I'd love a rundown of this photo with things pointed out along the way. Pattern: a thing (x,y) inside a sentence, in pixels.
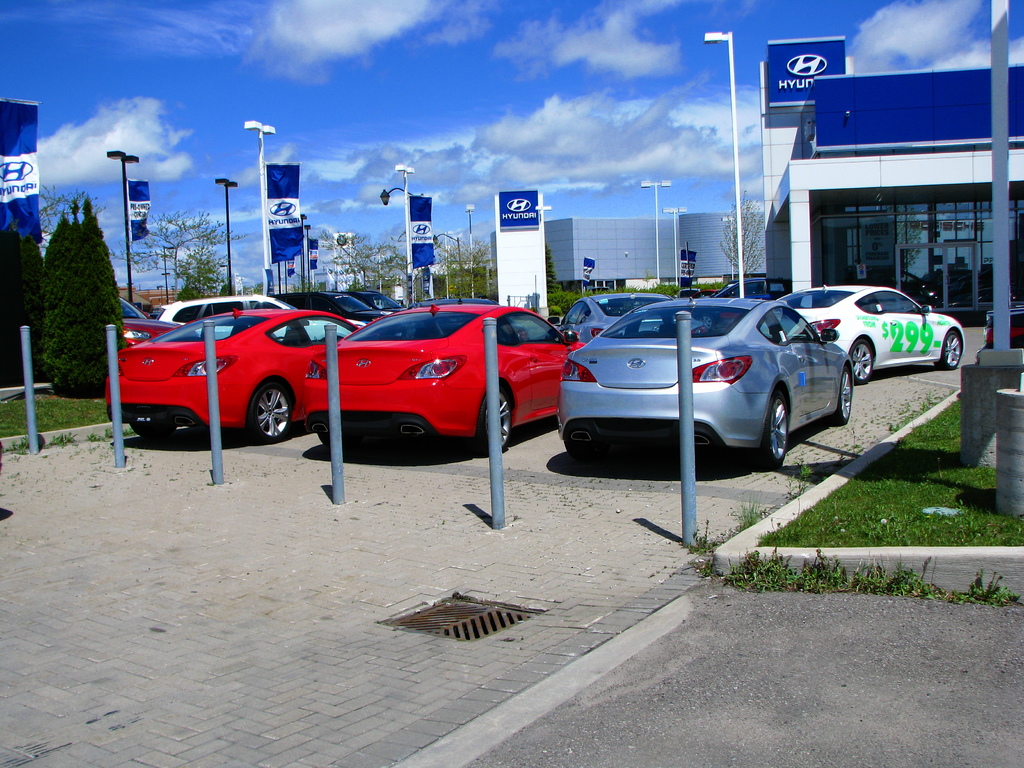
In the foreground of this image (395,642), there is a pavement (418,691), road (813,630), few bollards (690,462), vehicles (471,388), grass (908,497) on the right (981,515) and a pole (1011,361). In the background (786,221), there are few buildings (818,247), light poles (407,236), trees (453,247), flags (277,207), sky (395,89) and the cloud (334,16).
